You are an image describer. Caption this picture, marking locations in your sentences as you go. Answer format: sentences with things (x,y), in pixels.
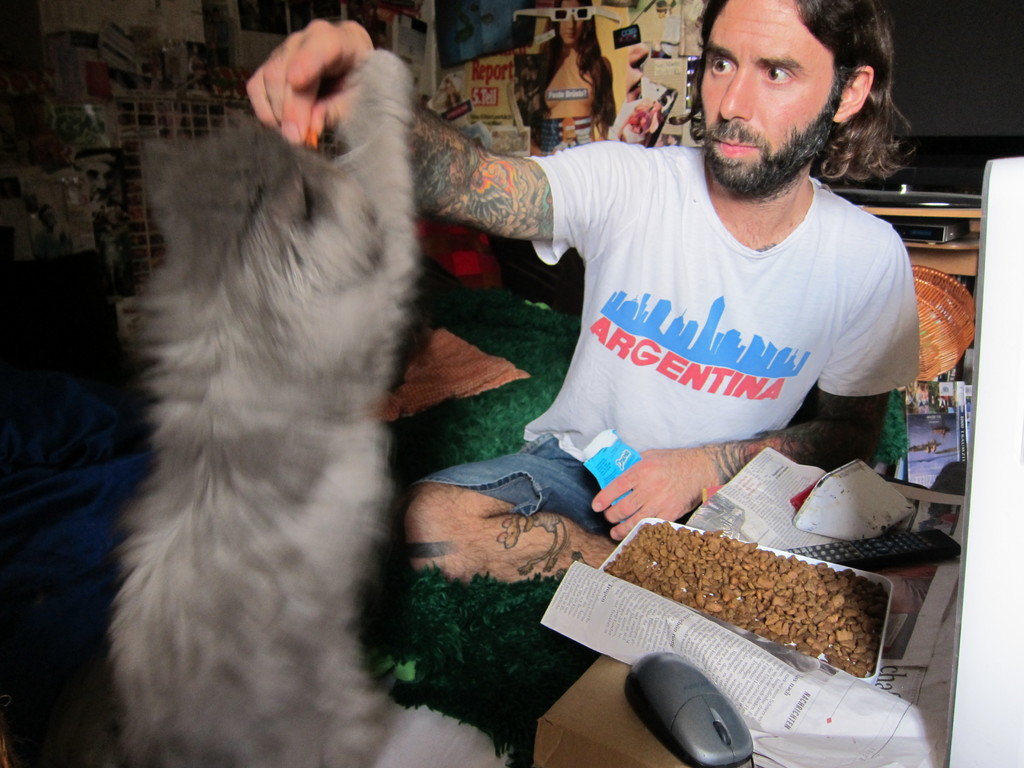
In this image a person (559,428) sitting on the floor (528,653). He is feeding some food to an animal (284,367). Before him there is a box (563,728) having plate (750,631) with food (788,626) and a remote (899,541) and a mouse (650,676) are on the box (586,707). Few pictures (155,48) are attached to the wall (108,71).
